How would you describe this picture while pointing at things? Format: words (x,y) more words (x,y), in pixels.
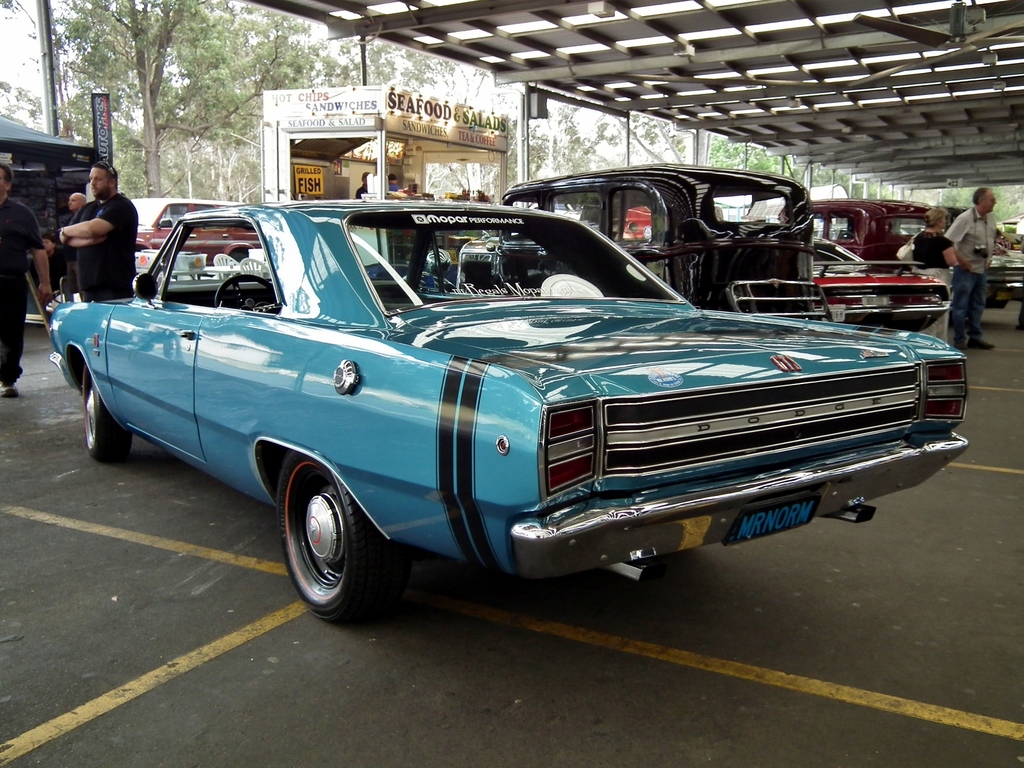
In this image, we can see some cars (687,245) and there are some people (961,254) standing, there is a shed (818,26), we can see a shop (473,115) and there are some trees (131,87).
